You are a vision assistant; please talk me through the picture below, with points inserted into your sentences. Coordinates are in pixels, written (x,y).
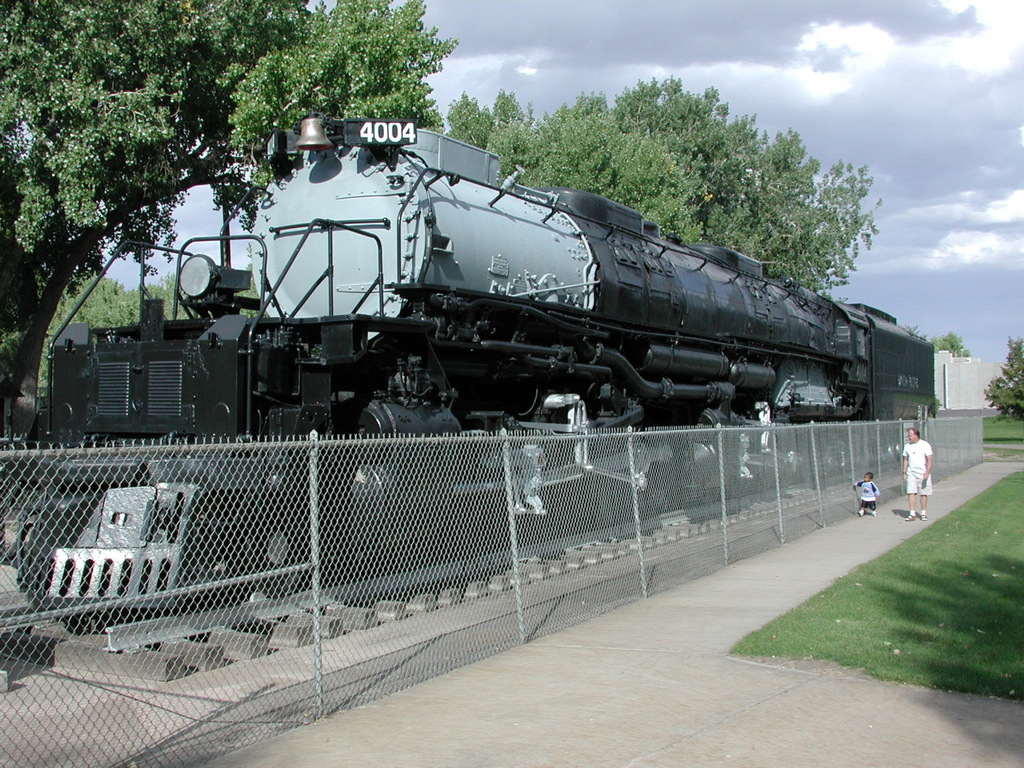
In the center of the image (520,404) we can see train (464,430), mesh (488,480) are present. On the right side of the image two persons (858,483) are walking. At the bottom of the image (665,706) there is a road (678,702). On the right side of the image (921,545) we can see grass (985,434), building (972,382) are there. In the background of the image (1001,385) trees (100,219) are present. At the top of the image (942,98) clouds (947,88) are present in the sky (959,127).
